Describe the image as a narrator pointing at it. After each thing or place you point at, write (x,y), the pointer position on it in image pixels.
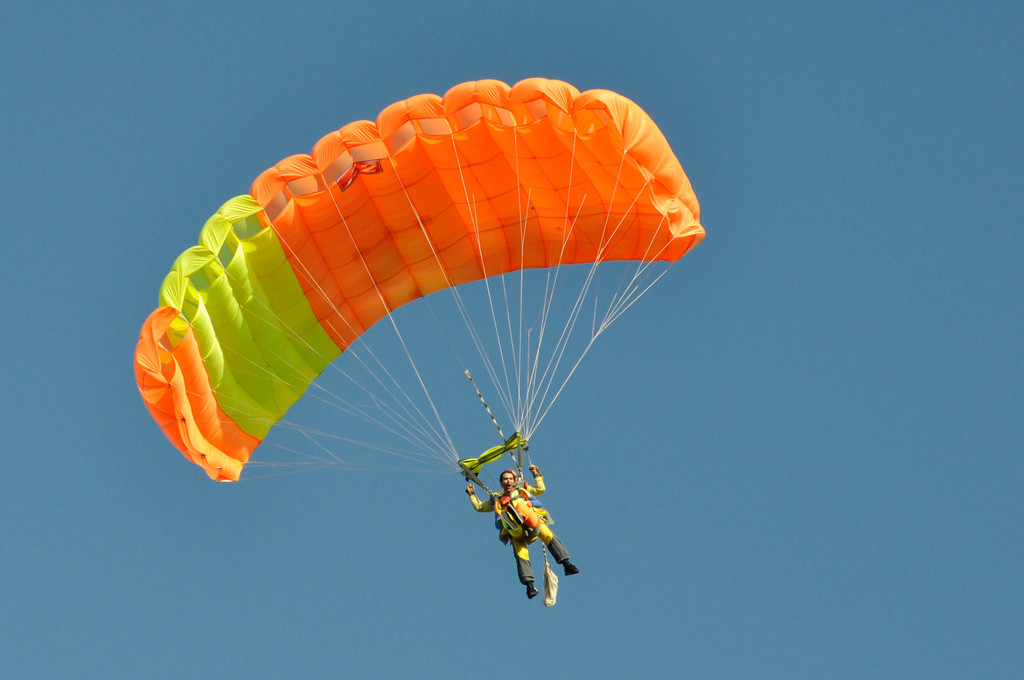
In this picture there is a man (543,537) paragliding in the air (860,203). In the background of the image (663,531) we can see the sky (736,422) in blue color.
